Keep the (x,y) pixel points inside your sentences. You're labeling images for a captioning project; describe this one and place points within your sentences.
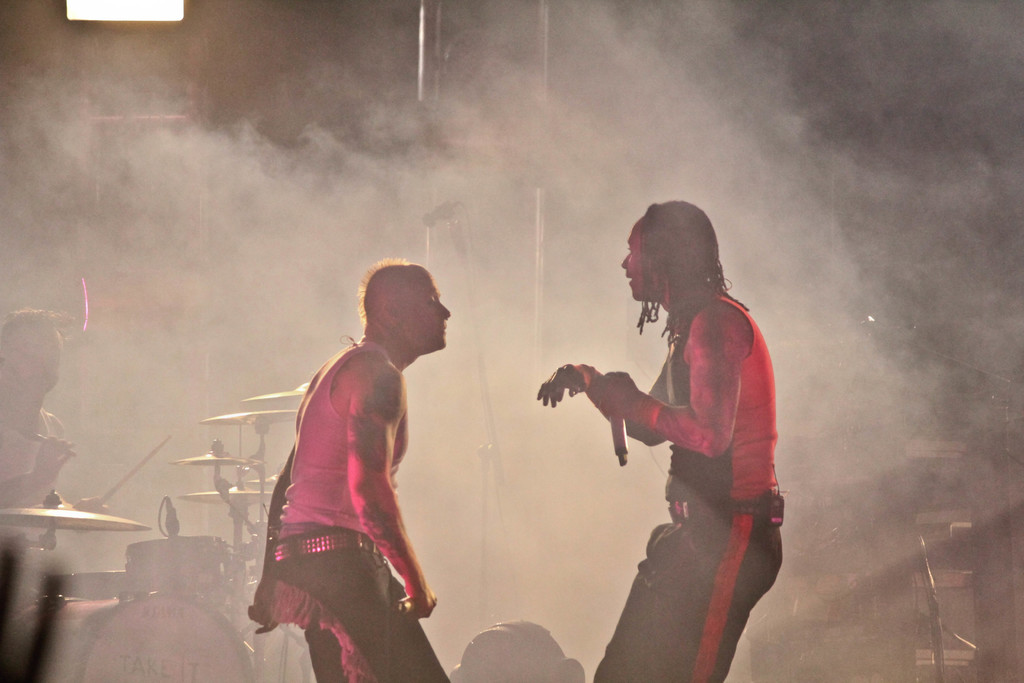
In this picture we can see two men (335,457) holding the microphones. On the left side of the image (32,351), there is another man (39,416) holding an object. Behind the men (363,423), there are musical instruments (64,510), smoke (151,46) and some objects (162,3).
